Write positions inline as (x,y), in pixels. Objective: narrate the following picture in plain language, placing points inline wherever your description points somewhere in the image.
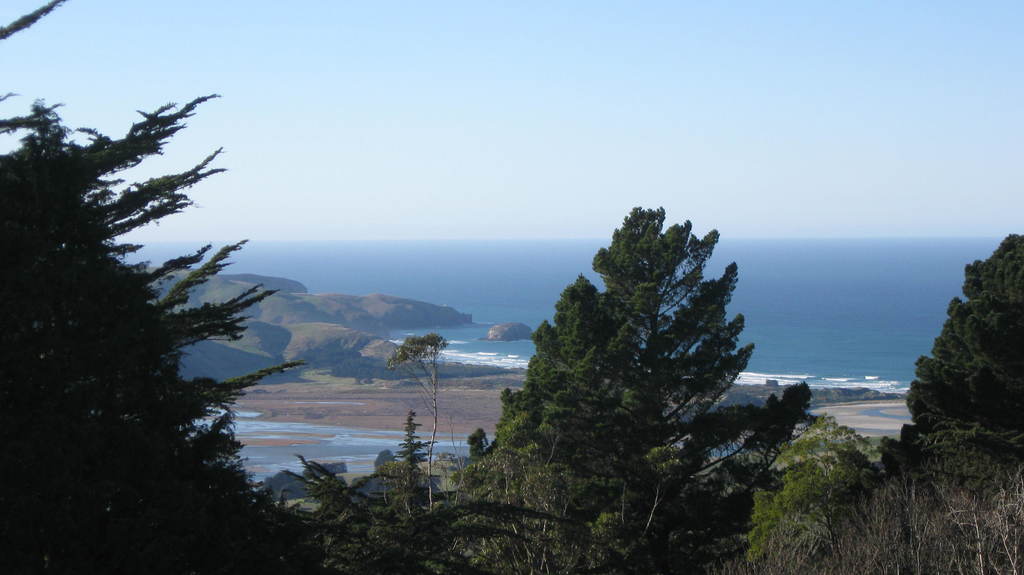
In this image we can see trees (210,324), hill (388,345), water (806,336), ground (405,401) and sky (536,162).
